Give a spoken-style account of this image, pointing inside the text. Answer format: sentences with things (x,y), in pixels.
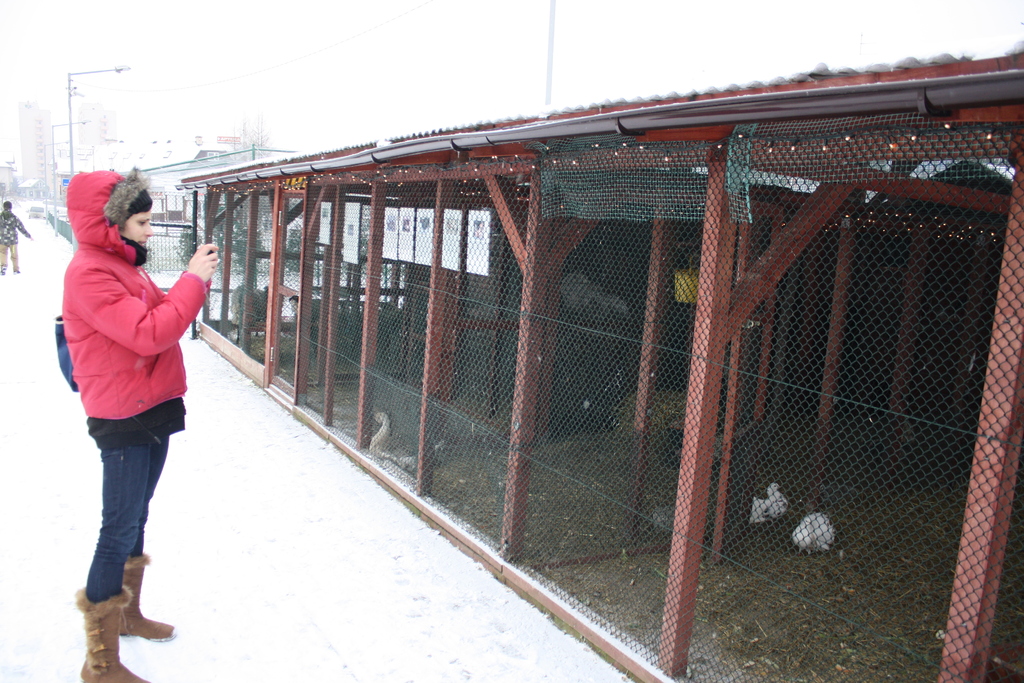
In this image in the front (120,387) there is a woman (100,364) standing and clicking a photo. On the right side (752,349) there is a cage (618,367) and there are birds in the cage (795,503) and there is snow (253,523) on the ground (234,522). In the background (156,175) there are buildings (86,140), poles (53,203) and there is a person (14,220) visible.
